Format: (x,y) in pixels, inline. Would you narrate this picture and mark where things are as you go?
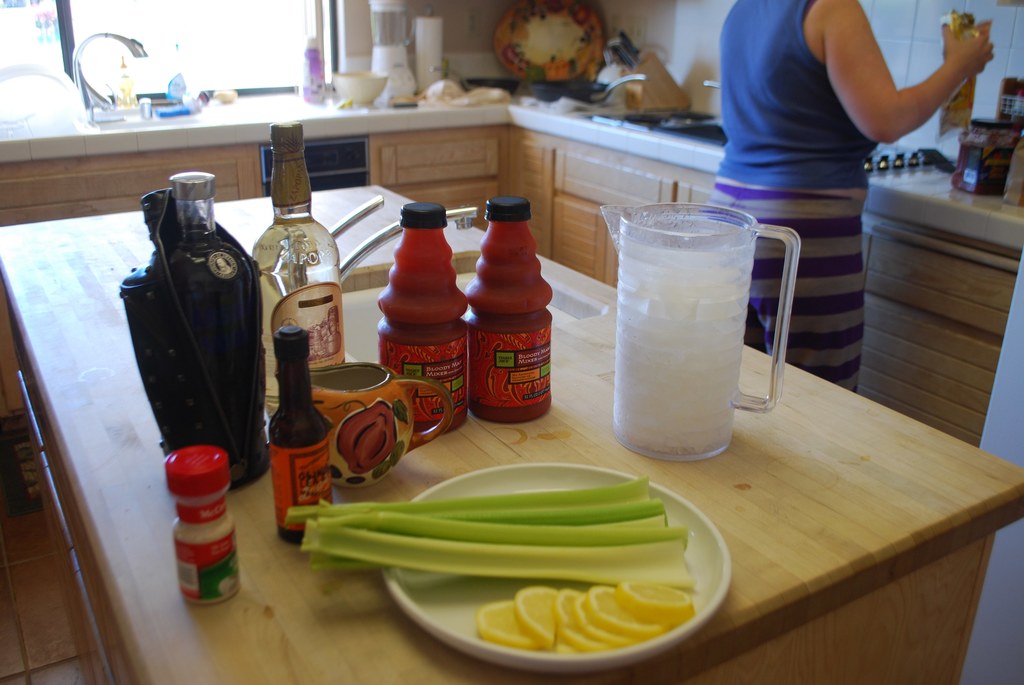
In the center (588,397) there is a table (149,431), on table (262,535) we can see wine bottle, cup (343,433), sauce bottle (536,374), mug (710,253), plate (567,474) and lemon (518,618). In the background (386,39) there is a wall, window (232,41), mixer (398,74), grinder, plate (514,53), sink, tap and one person (805,43) standing.
